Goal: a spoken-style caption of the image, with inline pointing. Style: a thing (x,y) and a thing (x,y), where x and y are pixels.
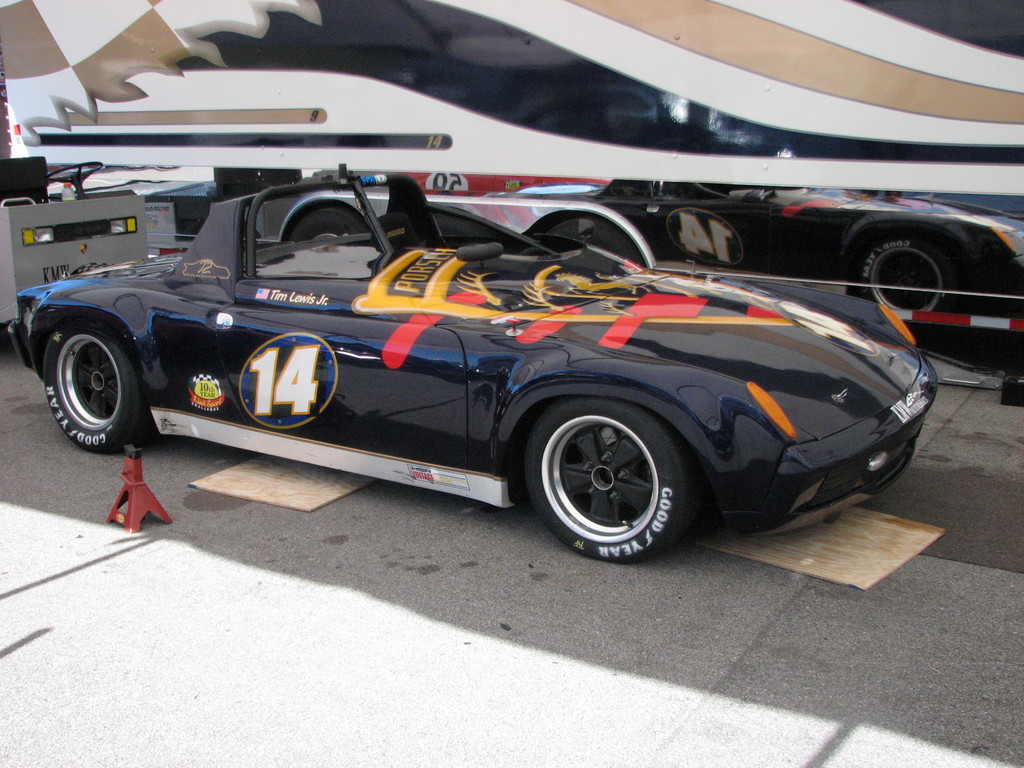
In this image we can see a black color car (302,393) which is parked on road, on left side of the image (65,246) there is another vehicle (78,180) and in the background of the image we can see the reflection (450,185) of a car (671,193).
